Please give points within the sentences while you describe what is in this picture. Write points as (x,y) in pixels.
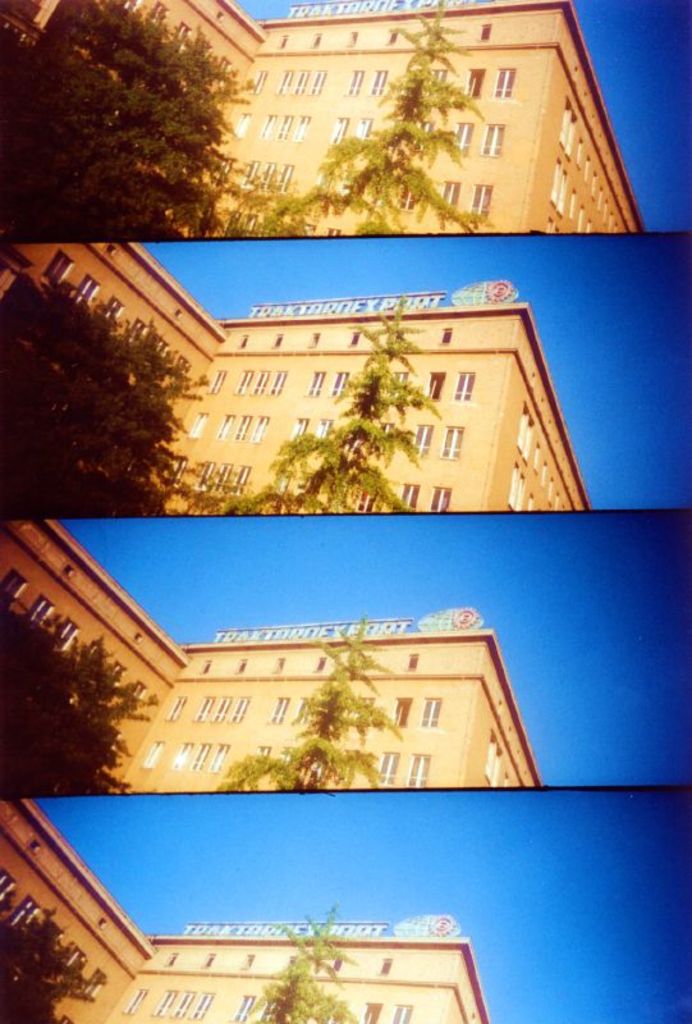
This is collage picture, all pictures we can see same building (542,55), trees (37,992) and sky (287,873).
